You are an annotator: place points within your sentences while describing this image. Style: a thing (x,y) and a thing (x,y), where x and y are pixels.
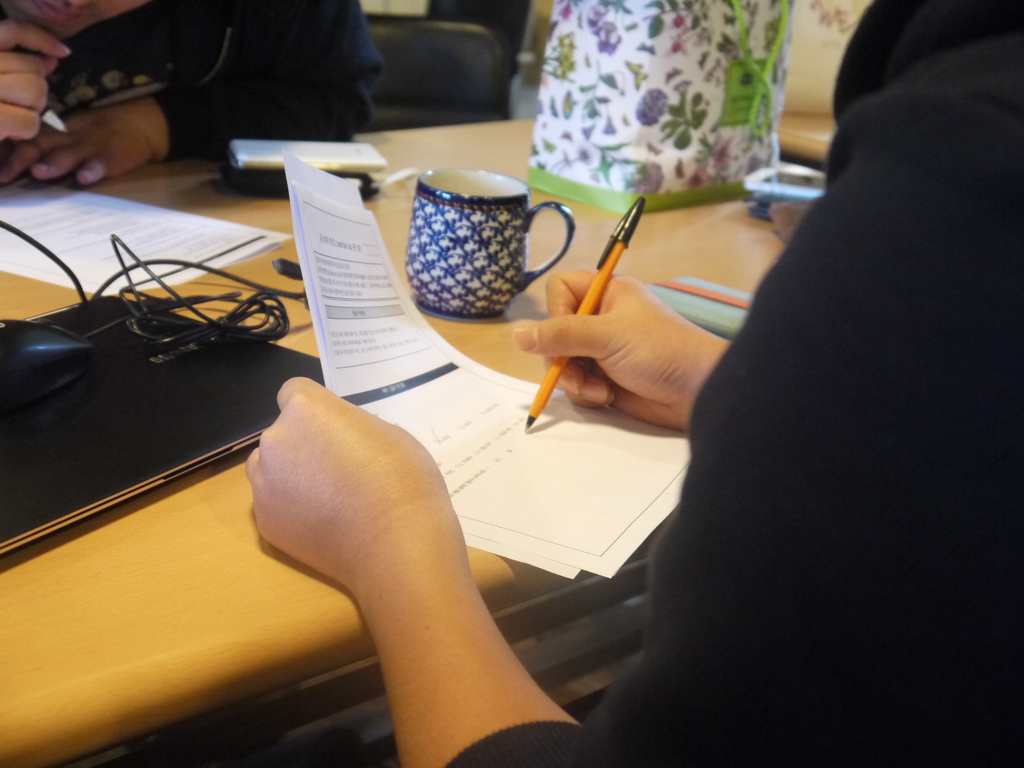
Here we can see a person (764,442) writing something on a paper (485,407) with a pen (561,370) in her hand (566,337), here we can see a cup (466,246) and laptop (160,367) present on the table (112,649).
